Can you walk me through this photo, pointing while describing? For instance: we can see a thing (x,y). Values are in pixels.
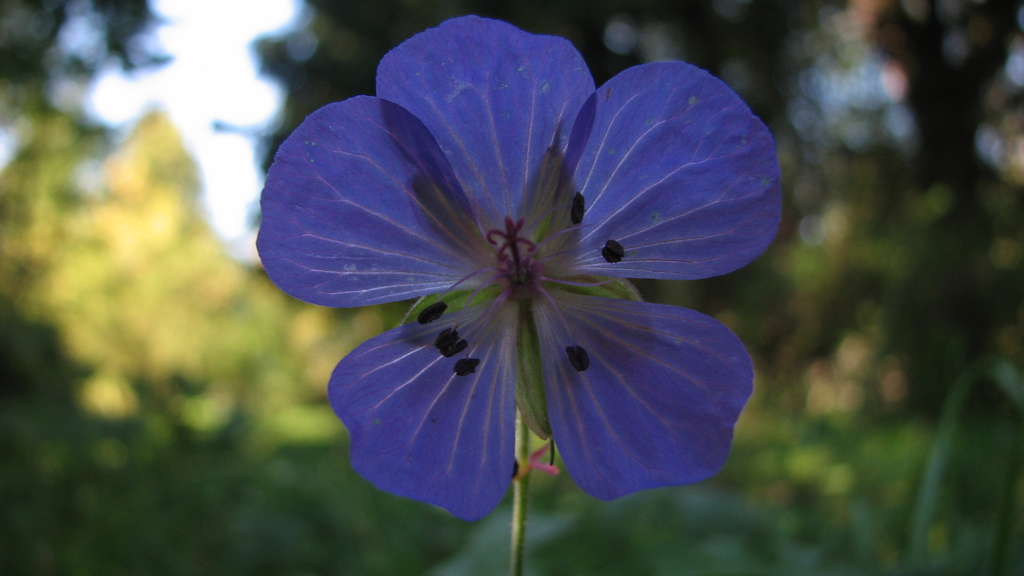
In this image there is a flower (593,204), behind the flower (330,222) there are trees (185,387).
